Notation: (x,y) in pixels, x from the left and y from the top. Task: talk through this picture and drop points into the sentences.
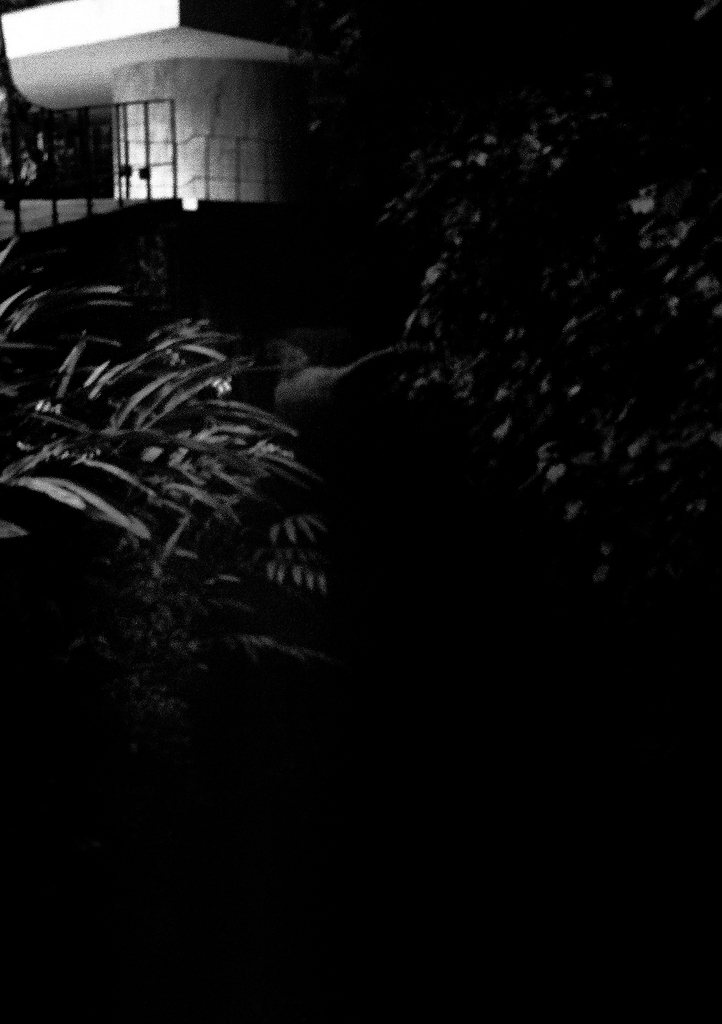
This is a black and white pic. The image is not clear but we can see plants (204,496), fence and an object (112,63).
